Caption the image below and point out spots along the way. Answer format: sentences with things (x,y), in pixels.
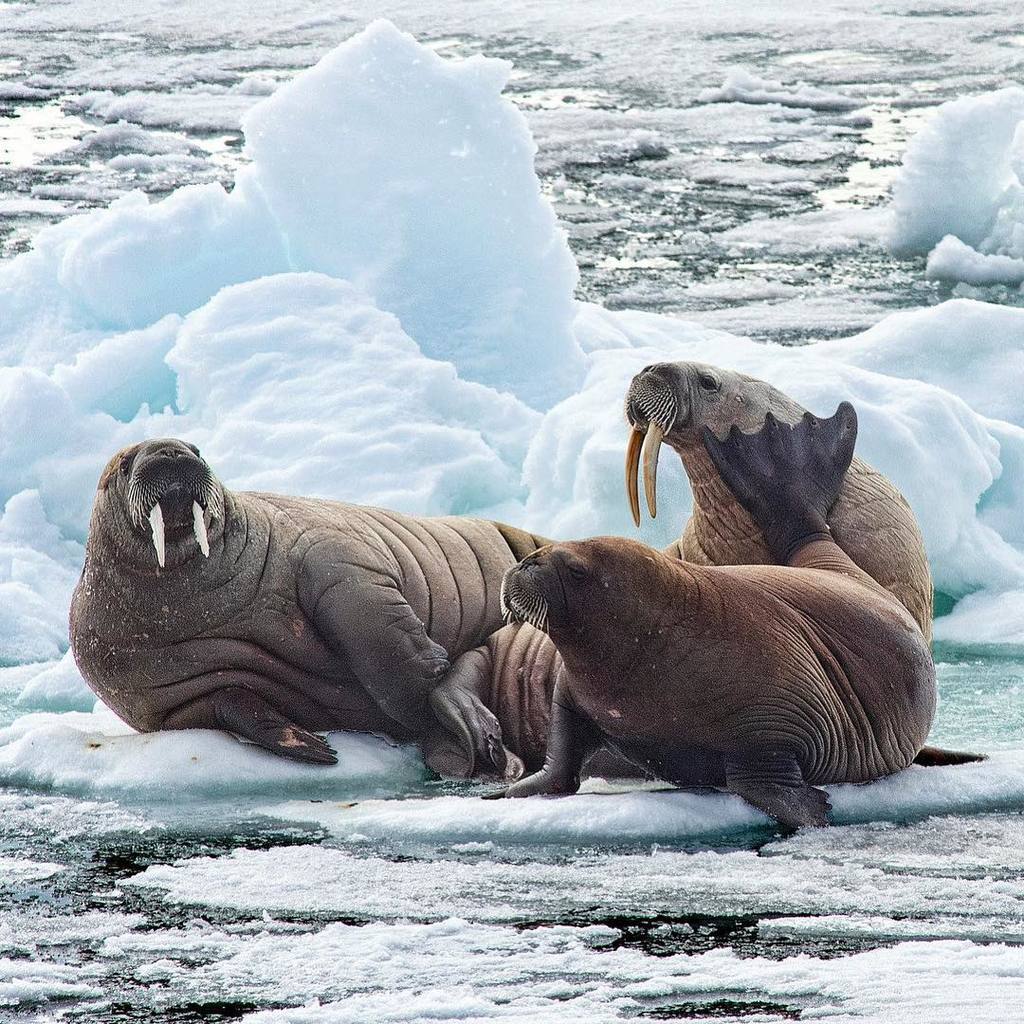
In this image in the middle (558,664), there are walrus (515,714). In the background (606,319) there is an ice (733,274). At the bottom (610,933) there is water (682,941) and ice (716,910).
